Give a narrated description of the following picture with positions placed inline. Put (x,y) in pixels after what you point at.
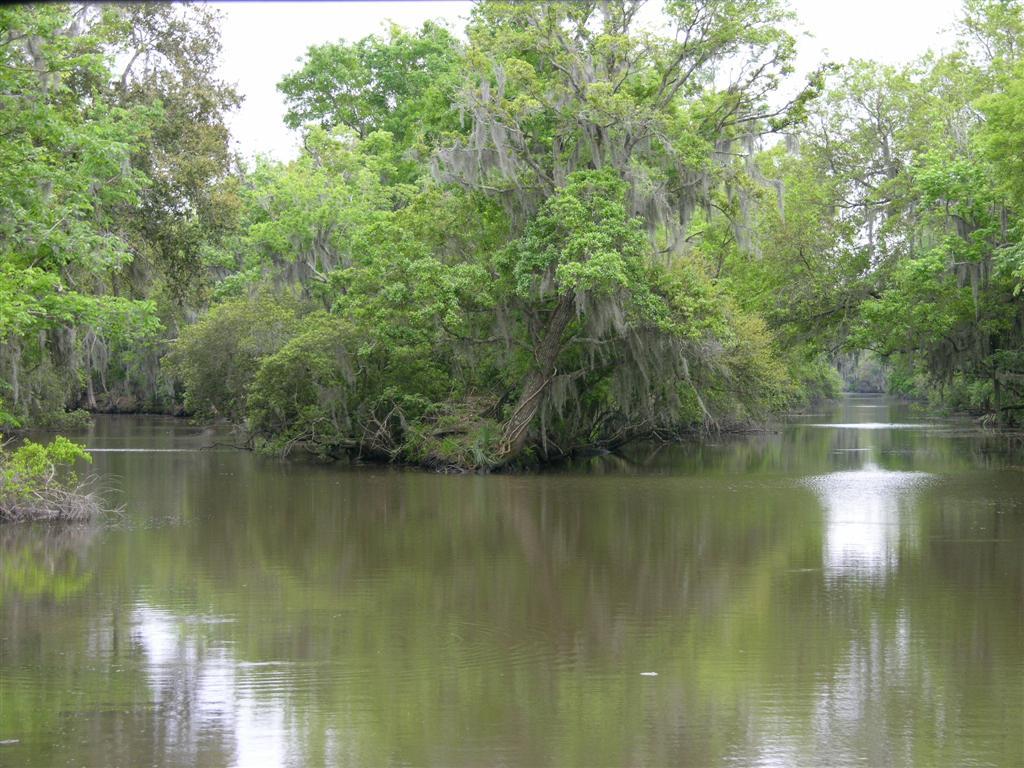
In the foreground of the picture (458,504) there is water (390,571). In the background (528,207) there are trees (519,166) and water (841,421). Sky (242,92) is cloudy.
